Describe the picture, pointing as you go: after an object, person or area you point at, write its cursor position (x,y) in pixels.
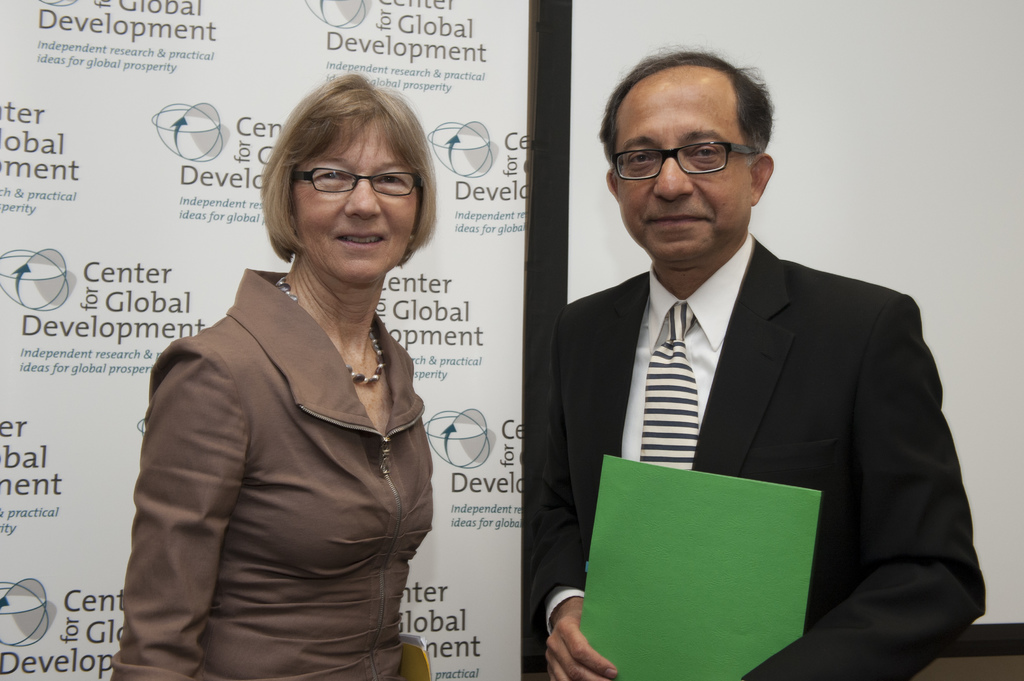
In this image in the center (595,393) there are two persons (266,496) who are standing and they are holding some papers (415,652), in the background (266,133) there is one board (480,202). On the board (388,82) there is some text (426,85).
